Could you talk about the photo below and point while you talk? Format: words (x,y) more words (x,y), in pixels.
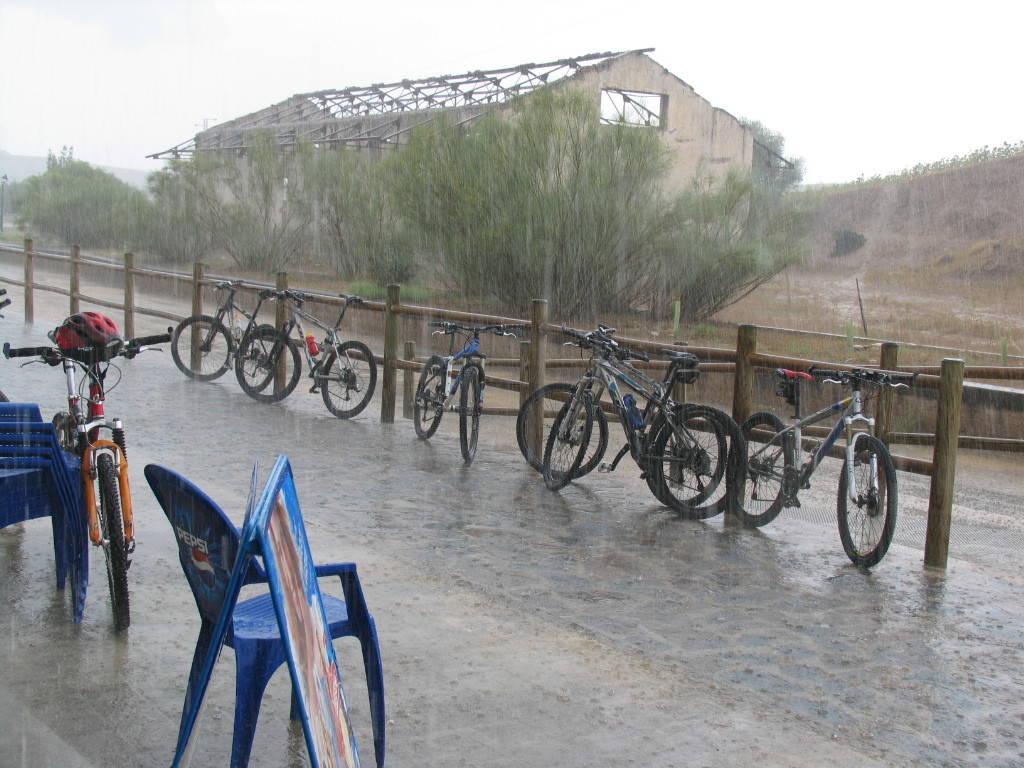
Here there are bicycles (55,353), chairs (195,590) and trees (545,154). This is house (669,100) and a sky (675,50).
